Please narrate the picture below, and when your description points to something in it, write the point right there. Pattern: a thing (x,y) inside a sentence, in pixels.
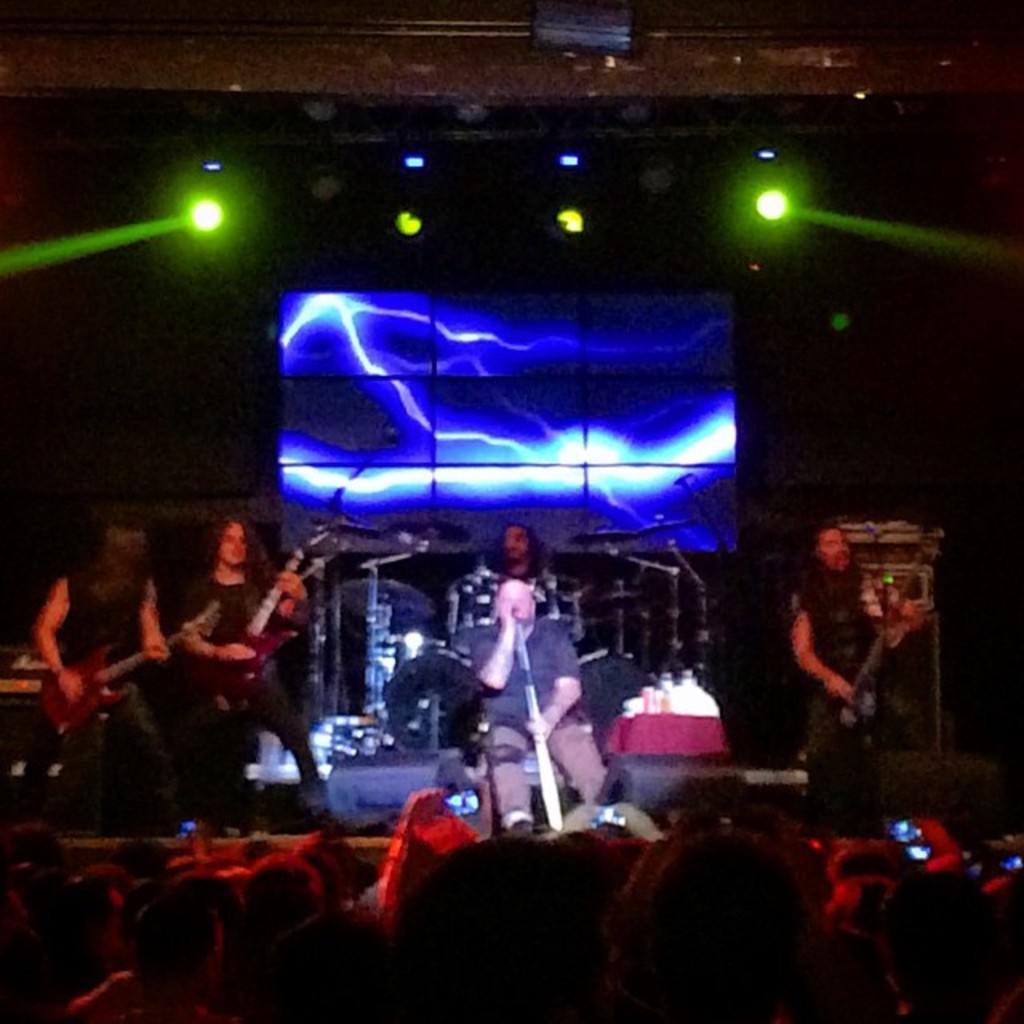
In this image there are group of persons (818,702) who are playing musical instruments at the foreground of the image (416,839) there are spectators (553,896) and at the background of the image (519,364) there are lights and blue color sheet (585,396).
